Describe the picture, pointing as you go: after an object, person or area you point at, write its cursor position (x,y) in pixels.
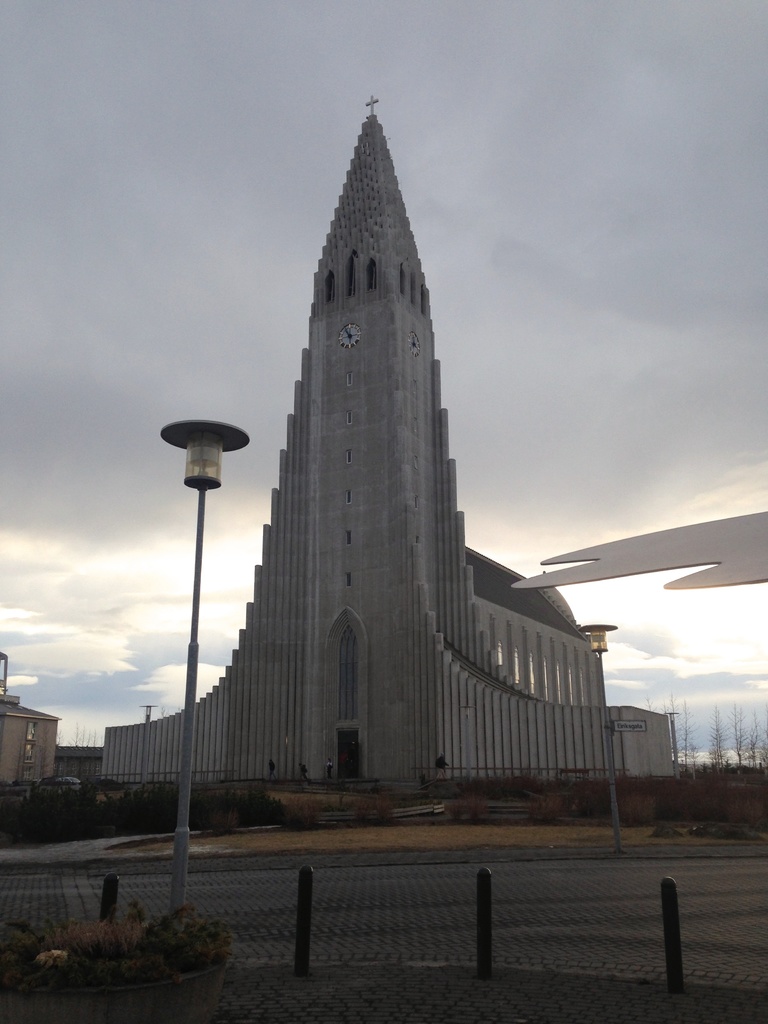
In this image there is a building (364,345) with clock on it, also there are some trees (716,742) and electrical pole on road (74,871).
